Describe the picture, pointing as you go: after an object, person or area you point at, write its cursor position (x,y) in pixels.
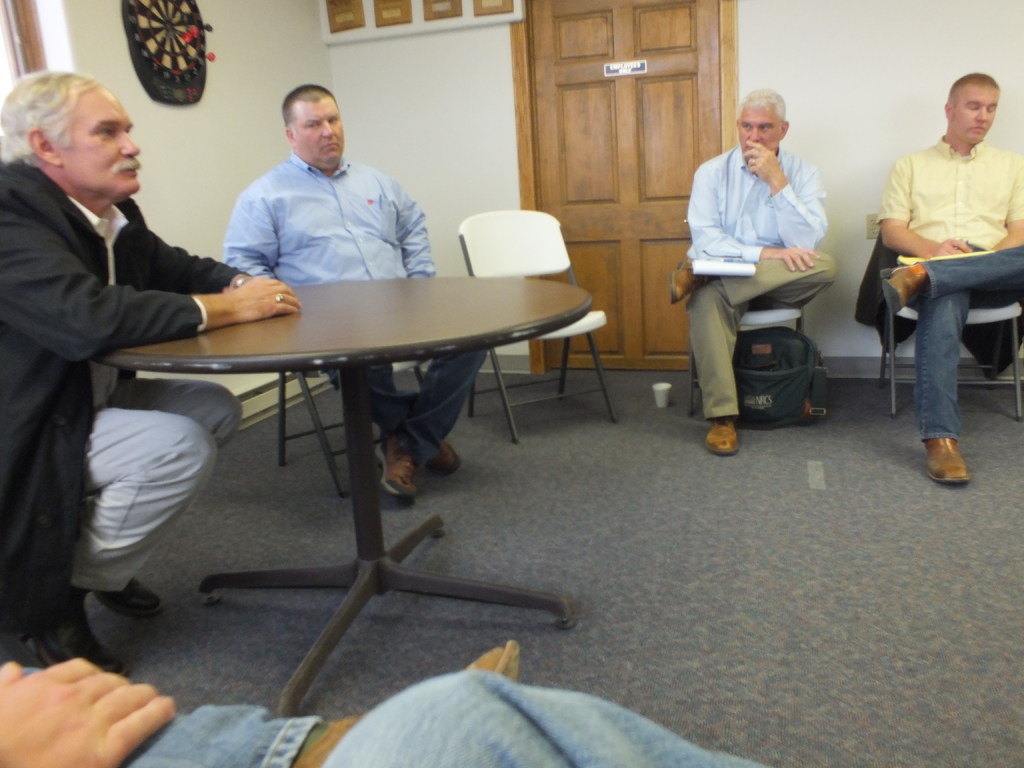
there are so many people (288,246) sitting in chairs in front of a table (165,360) behind them there is an arrow game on the wall (107,36) and a door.
